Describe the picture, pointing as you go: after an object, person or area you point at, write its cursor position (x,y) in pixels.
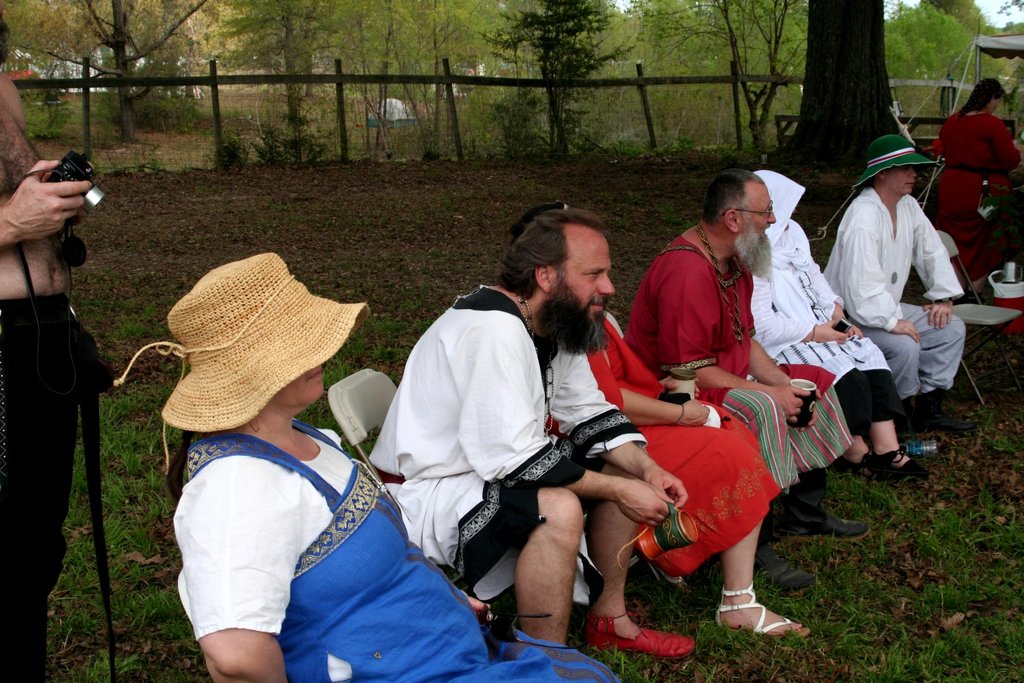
In this image I can see number of persons (562,419) sitting on chairs (986,312) and to the left side of the image (41,195) I can see a person (50,204) standing and holding a camera (71,163). In the background (313,86) I can see the fencing (269,76), few trees (490,87), the ground (361,166), a tent (997,40) and the sky (624,1).
